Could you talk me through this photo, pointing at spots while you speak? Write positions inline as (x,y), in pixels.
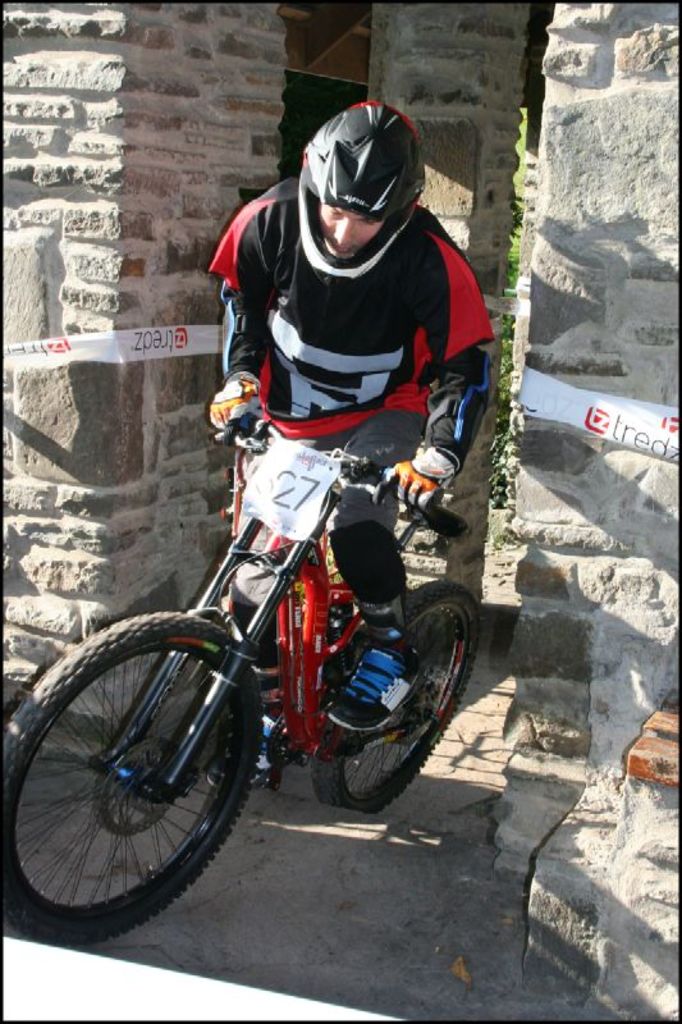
In the image a man (324,159) is riding a bicycle (44,709). Behind him there are some pillars (73,485).
